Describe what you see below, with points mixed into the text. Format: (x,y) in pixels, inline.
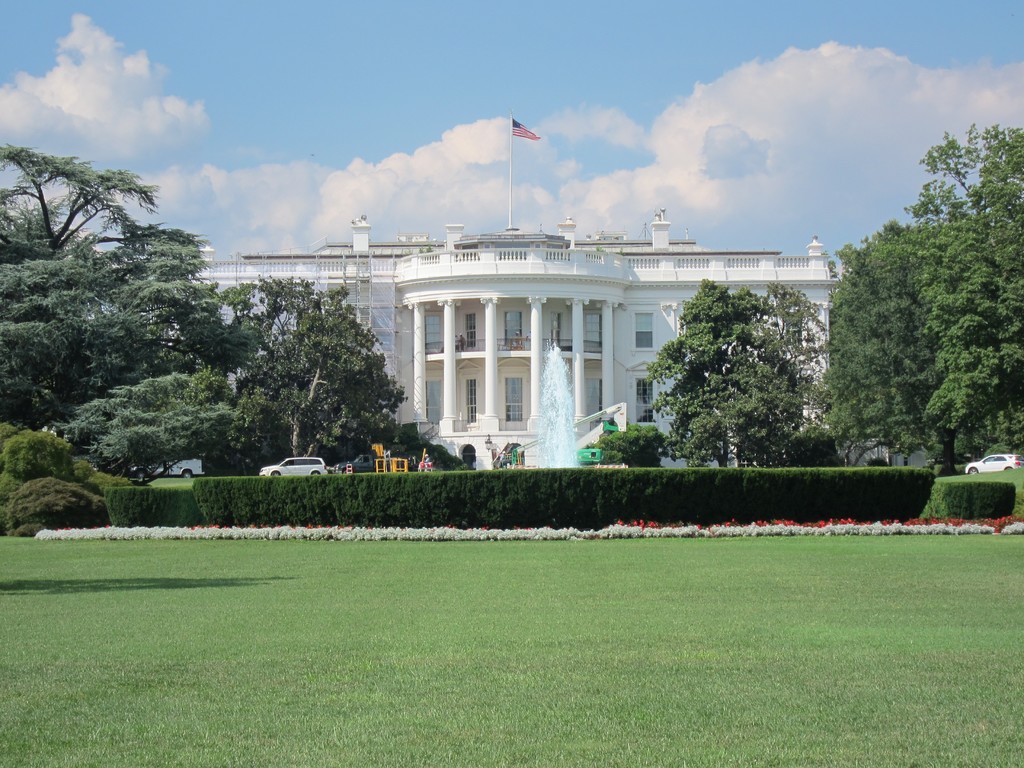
In this picture we can see grass (525,586), vehicles (198,461), trees (15,406), flag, building (532,300) with windows (592,395), water (560,363) and in the background (556,209) we can see the sky (500,85) with clouds (529,204).
